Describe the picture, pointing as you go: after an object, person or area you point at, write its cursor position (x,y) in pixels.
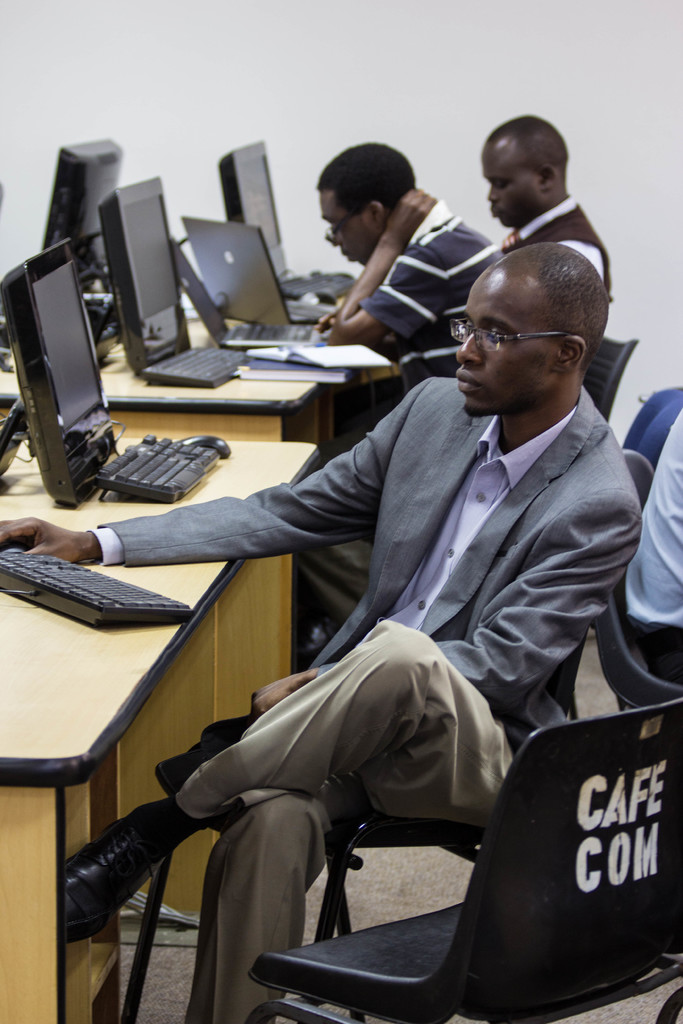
Here we can see all the persons (518,505) sitting on chairs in front of a table (240,458) and working in front of systems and on the table (187,425) we can see monitors (143,310), laptops (258,340), keyboards (92,579), mouse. This is a floor (408,877).
